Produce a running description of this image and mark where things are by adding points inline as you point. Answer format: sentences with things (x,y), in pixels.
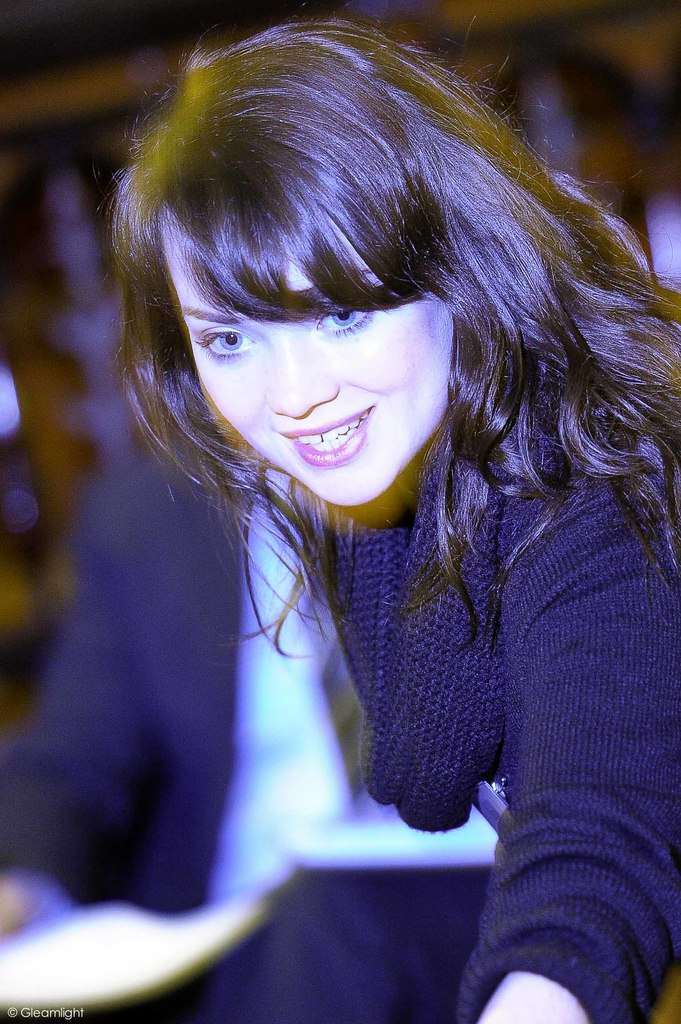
This picture shows a woman (493,705) with a smile (339,448) on her face (324,467) and we see a man (119,732) seated on the side and woman (387,477) wore black color dress (590,680).
